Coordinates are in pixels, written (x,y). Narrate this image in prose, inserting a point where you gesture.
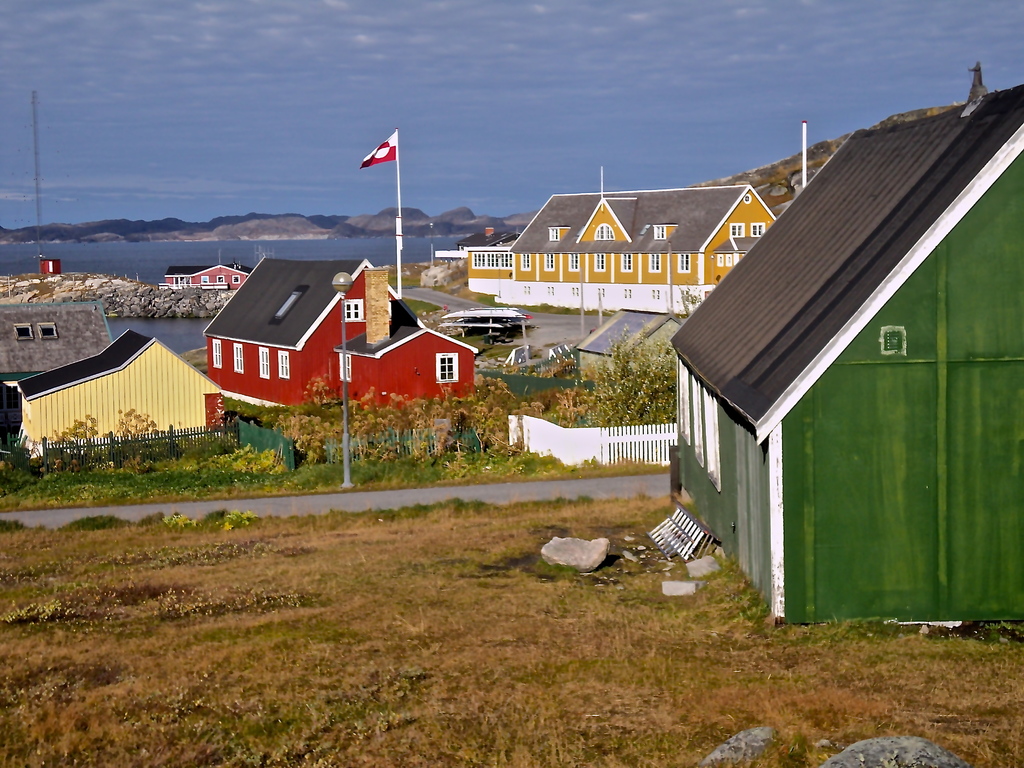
In this picture I can see grass (390,603), plants (454,454), fence (581,451), there are houses (546,280), there is a flag (389,147) with a pole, there is water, there are hills (67,240), and in the background (373,57) there is sky (590,44).
